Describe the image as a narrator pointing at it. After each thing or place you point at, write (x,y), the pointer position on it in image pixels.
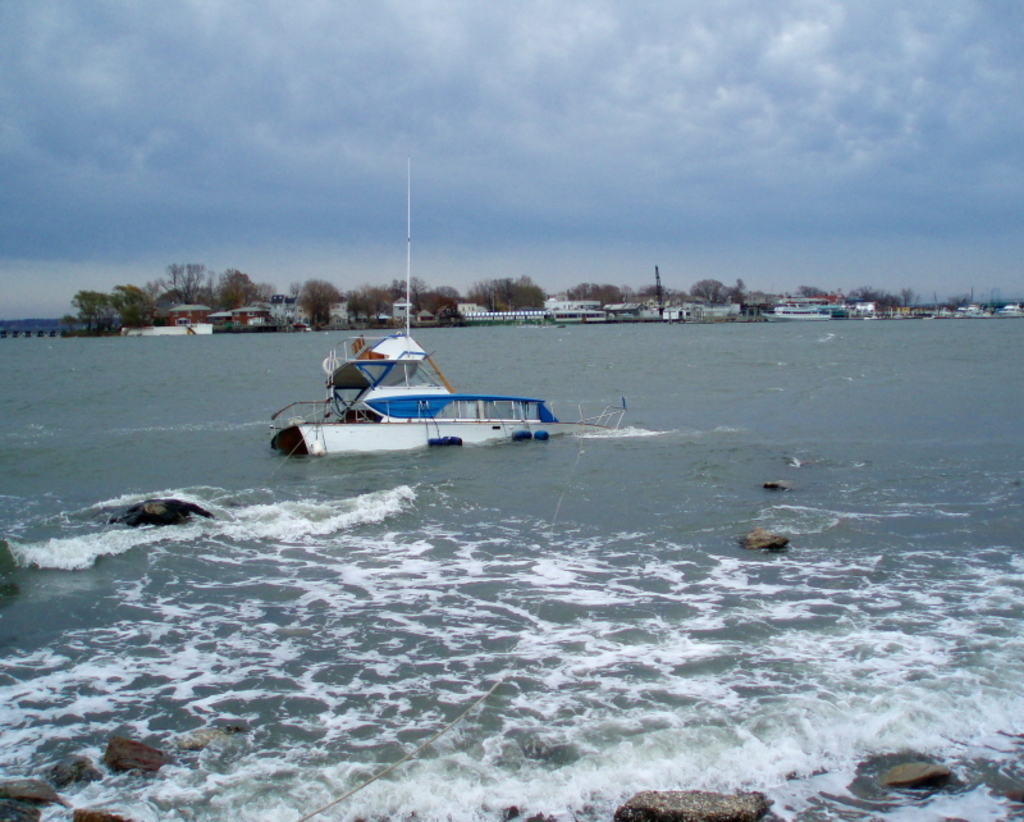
In this picture I can see a ship (459,416) floating on the water (534,494). In the foreground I can see few stones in the water (541,685). In the background (316,319) I can see few number of trees (315,300) and houses (334,310) and there are clouds (529,215) in the sky (538,186).
